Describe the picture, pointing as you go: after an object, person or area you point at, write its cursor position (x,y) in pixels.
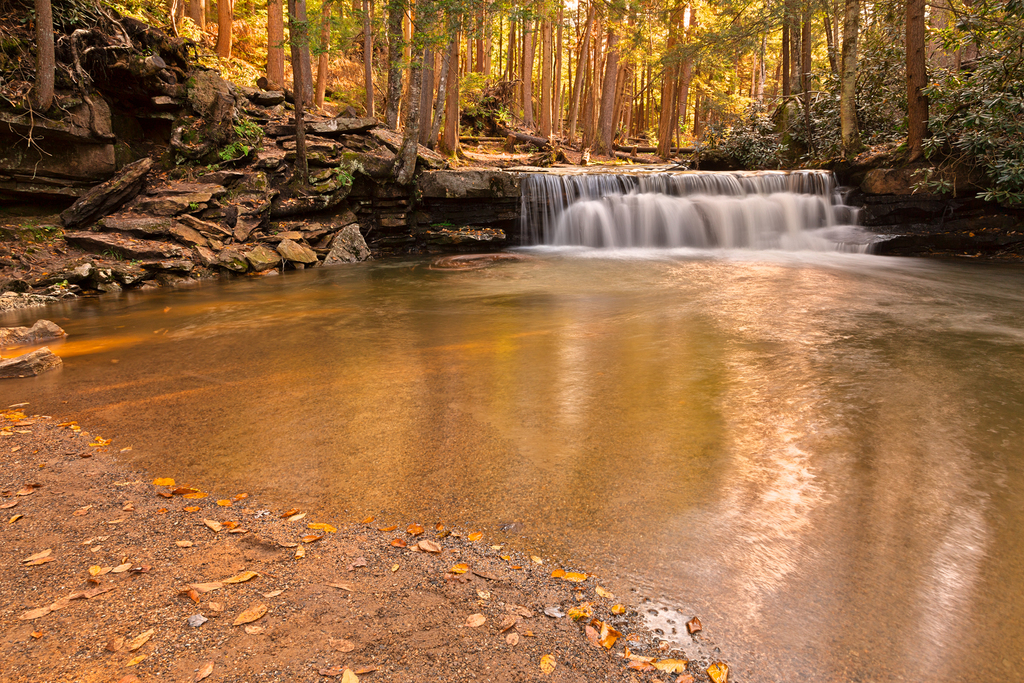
This image is taken outdoors. At the bottom of the image (227,597) there is a ground (190,609) and there is a pond (443,367) with water (749,346). In the background (983,123) there are many trees (706,72) and plants (966,127) and there are a few rocks (282,173).
